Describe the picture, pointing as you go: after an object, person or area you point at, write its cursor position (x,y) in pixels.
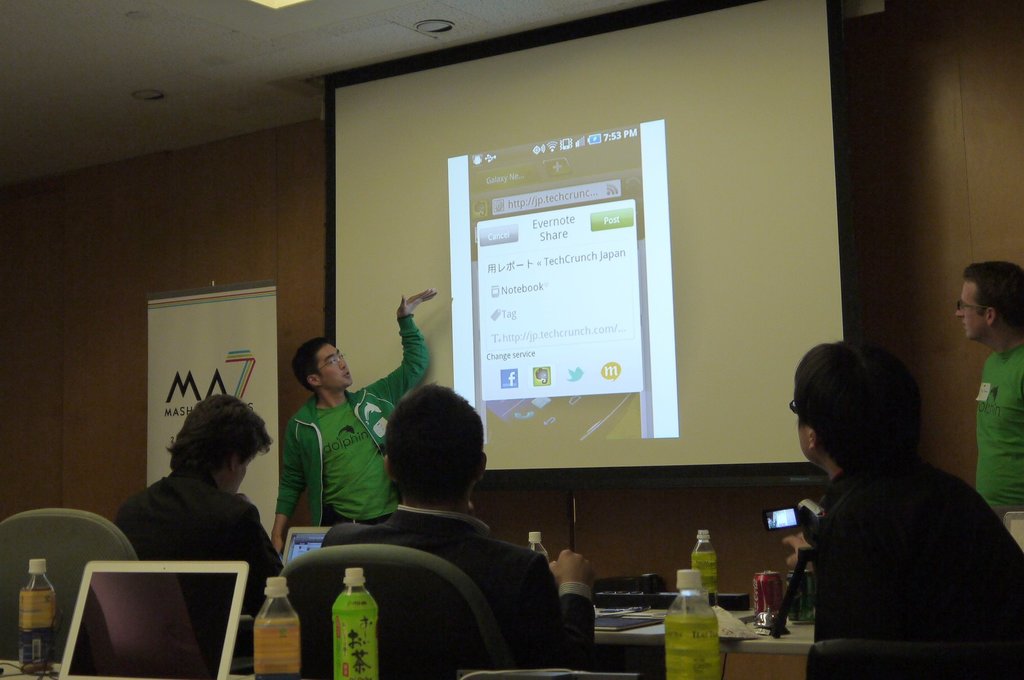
This picture is clicked inside a room (773,555). Here are five men (213,505) in this room. The man (317,519) in green jacket (358,396) is standing near the projector screen (470,301) and explaining it. Here, we see a table (643,630) on which laptop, water bottle (697,553), coke can (753,592) is placed and on the right bottom of the picture (877,579), we see a man (925,536) in black shirt (920,590) is holding video camera (795,513) in his hand (793,549). In the left corner (80,181), we see wall (64,287) which is orange in color.
